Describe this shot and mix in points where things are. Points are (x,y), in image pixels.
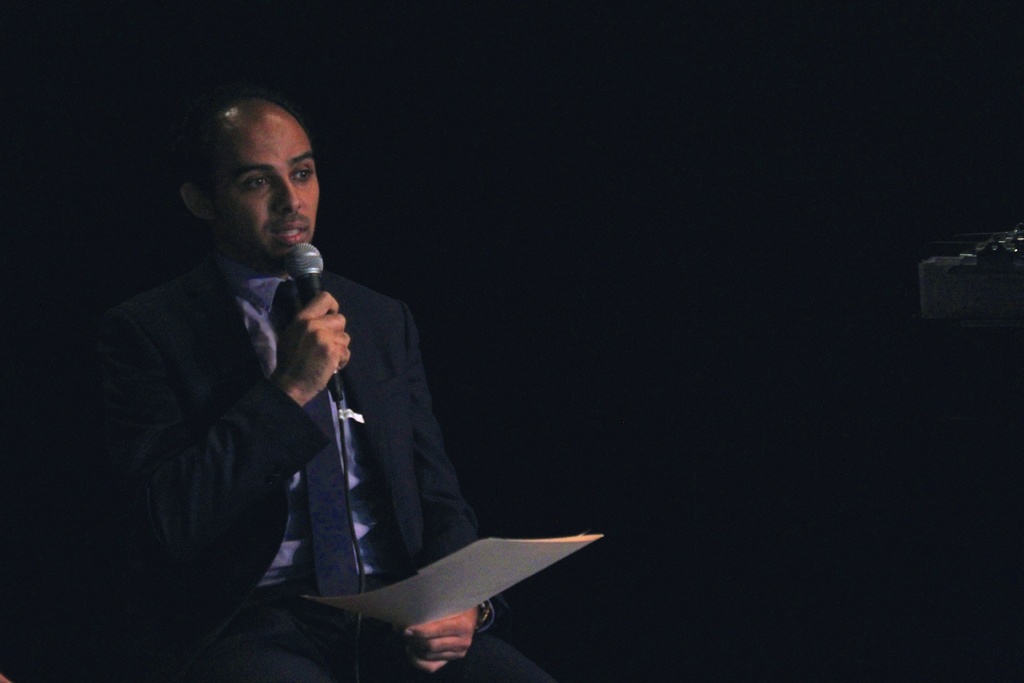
In this picture there is a person (384,367) in black suit (283,494) holding a mic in his right hand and a paper (351,606) in left hand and sitting on the stool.
